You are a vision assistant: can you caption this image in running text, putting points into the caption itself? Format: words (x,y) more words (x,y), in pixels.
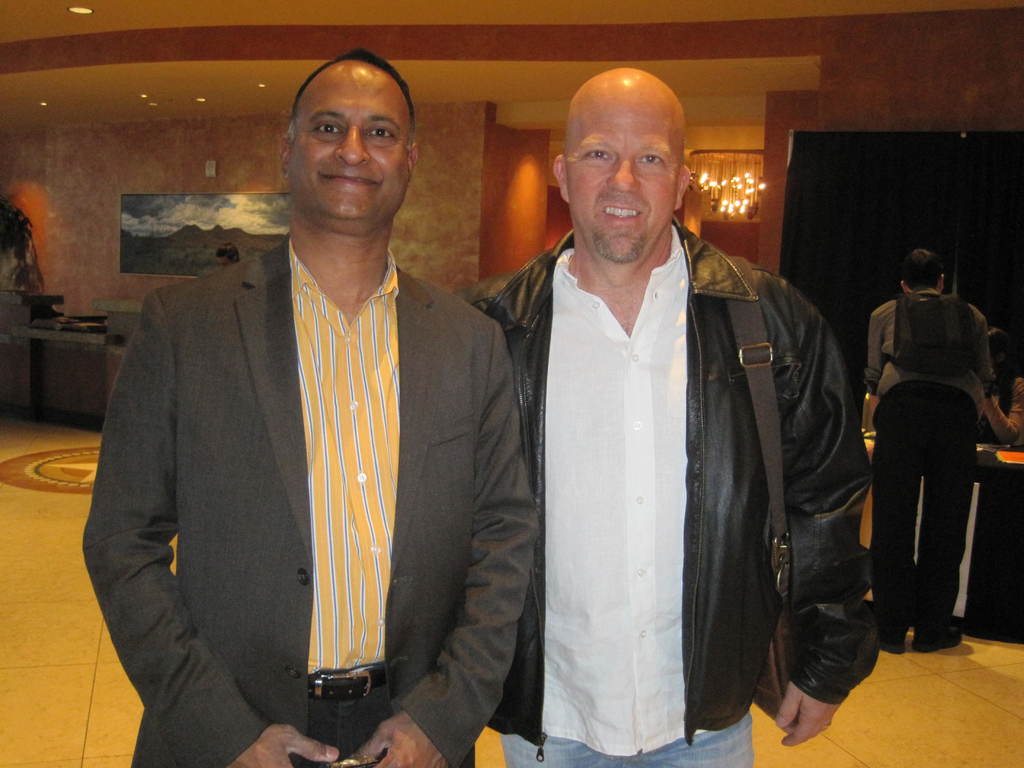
In this picture we can see two men (583,476) are standing and smiling, a man (529,441) on the right side (836,472) is carrying a bag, in the background (752,175) there is a chandelier (713,179), a wall (449,205) and a screen (210,232), on the right side (921,436) we can see another person (970,438).
